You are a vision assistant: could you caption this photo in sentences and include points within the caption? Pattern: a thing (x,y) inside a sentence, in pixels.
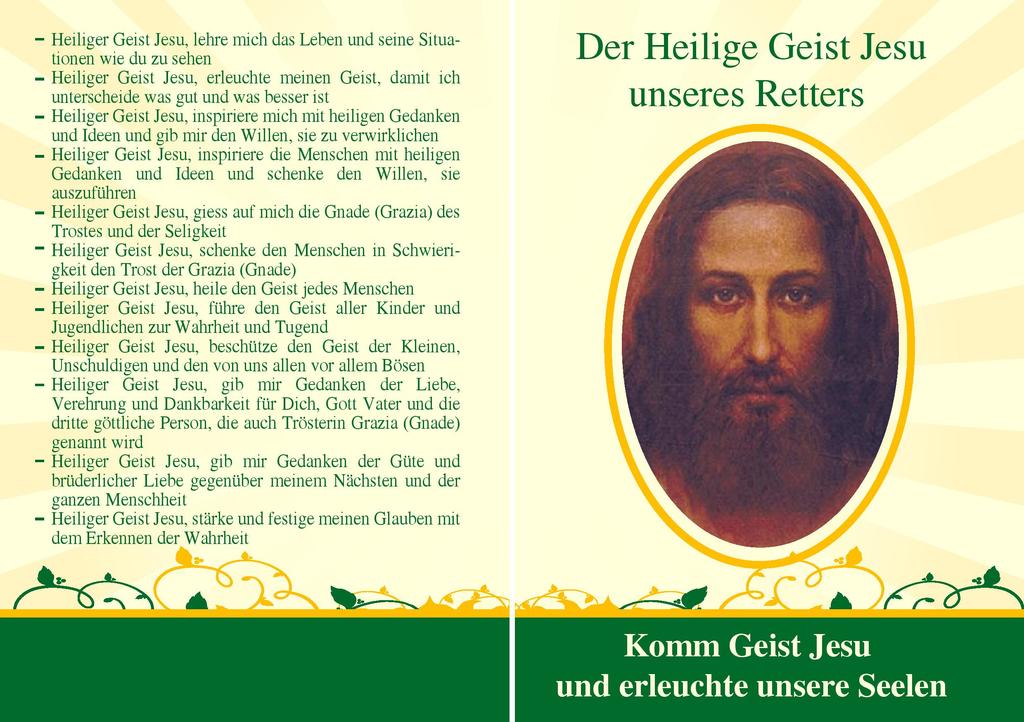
In this picture we can see a poster (293,335), in this poster (718,409) we can see a person (691,311) and some information (189,453).
